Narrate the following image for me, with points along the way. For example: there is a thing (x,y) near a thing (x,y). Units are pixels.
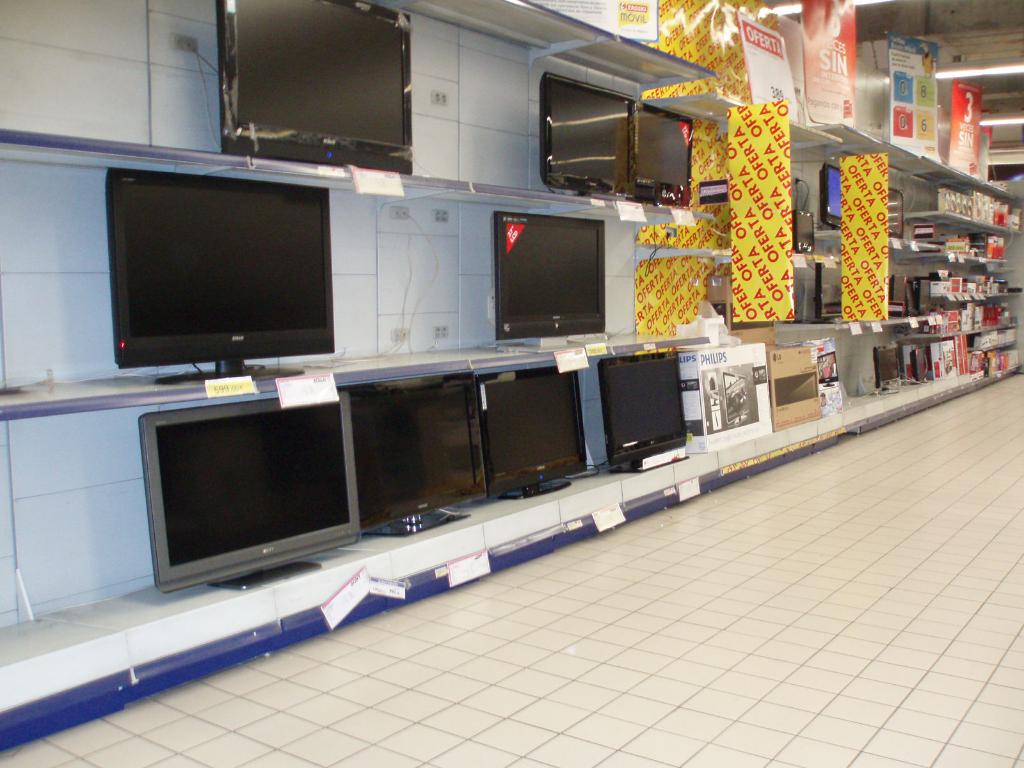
In this picture I can see there are televisions (513,259) arranged in the shelves (604,490) and there are other boxes (987,335) on to the right side (951,314). There are lights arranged on the ceiling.
